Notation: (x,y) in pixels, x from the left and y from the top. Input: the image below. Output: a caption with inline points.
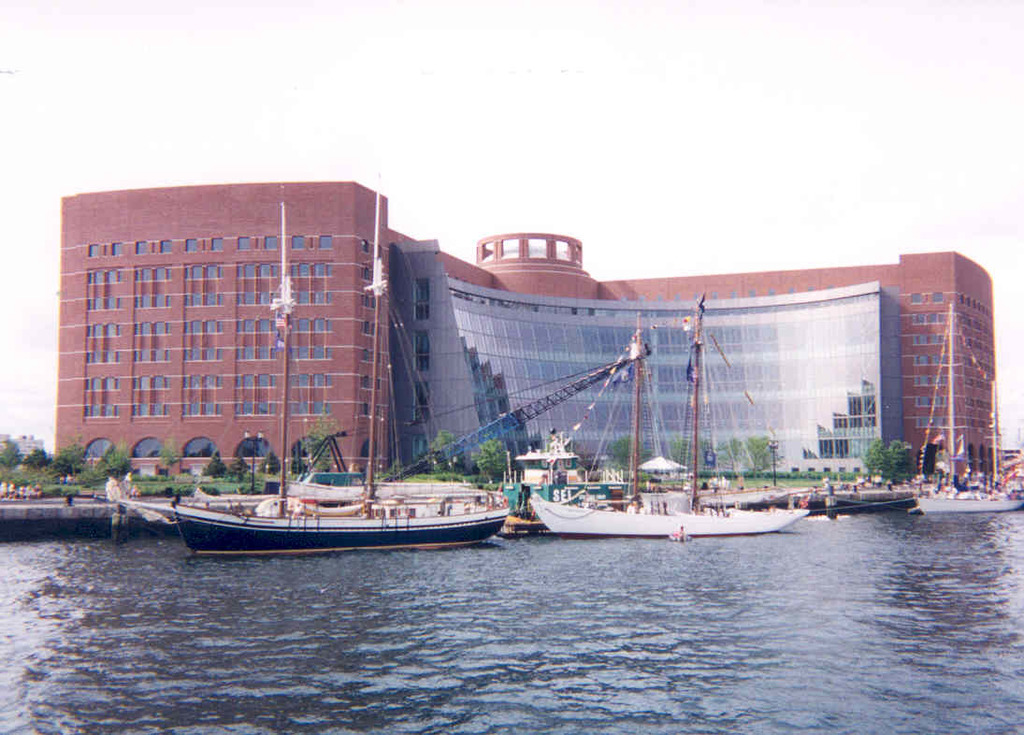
In the background (596,105) we can see the sky (222,74) and a wide building (457,359). In this picture we can see the trees (679,460), people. On the left side of the picture (35,446) we can see the buildings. We can see the boats (606,518), poles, flags (959,448) and the water (497,636).
